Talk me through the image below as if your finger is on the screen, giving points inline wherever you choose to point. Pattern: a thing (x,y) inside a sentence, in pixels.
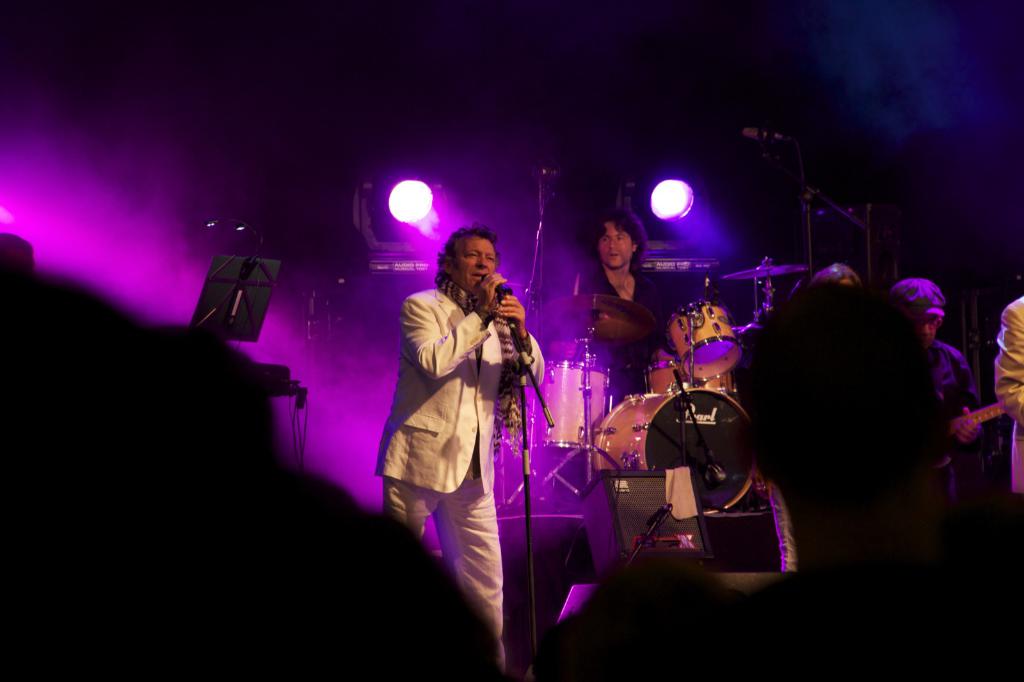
This image looks like it is clicked in a concert. In the middle (419,393), there is a man (418,409) wearing a white suit (456,404) and singing in a mic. In the background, there are lights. On the right (725,327), there is a man (622,351) playing drums (620,453).
